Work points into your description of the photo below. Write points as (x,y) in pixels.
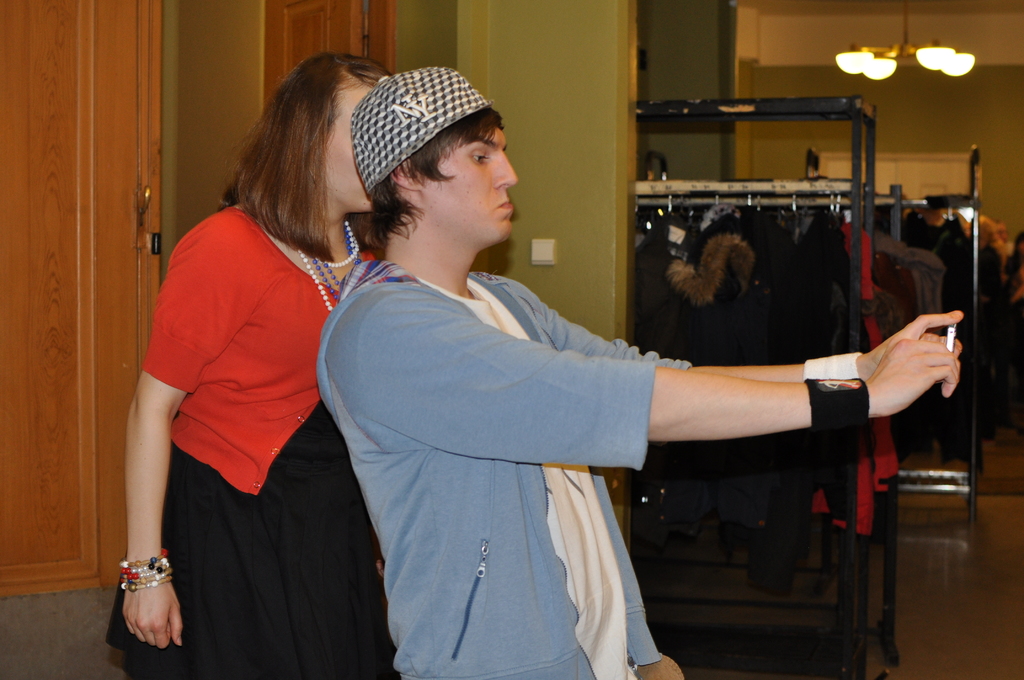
In this image we can see a person (459,524) standing and holding an object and behind there is a woman (359,248) standing and we can see some clothes (820,298) in the background (907,216).
